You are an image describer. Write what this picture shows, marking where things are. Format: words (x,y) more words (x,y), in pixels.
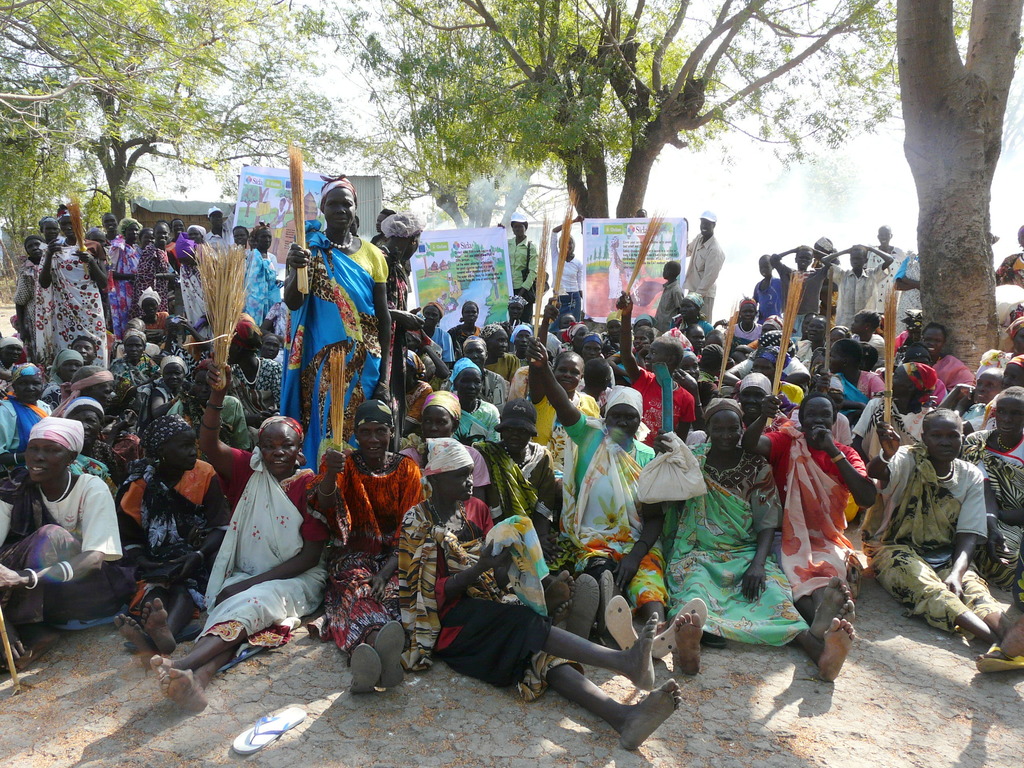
In this image there is the sky (817,154) towards the top of the image (340,111), there are trees (564,77) towards the top of the image (967,64), there is a tree trunk (958,160) towards the top of the image (956,217), there are group of persons (757,413) sitting, there are group of persons (97,231) standing, the persons (390,353) are holding an object (791,299), there are papers (603,261), there is text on the papers (464,252), there is ground (401,718) towards the bottom of the image (577,716), there is a footwear (290,729) on the ground (339,734).
